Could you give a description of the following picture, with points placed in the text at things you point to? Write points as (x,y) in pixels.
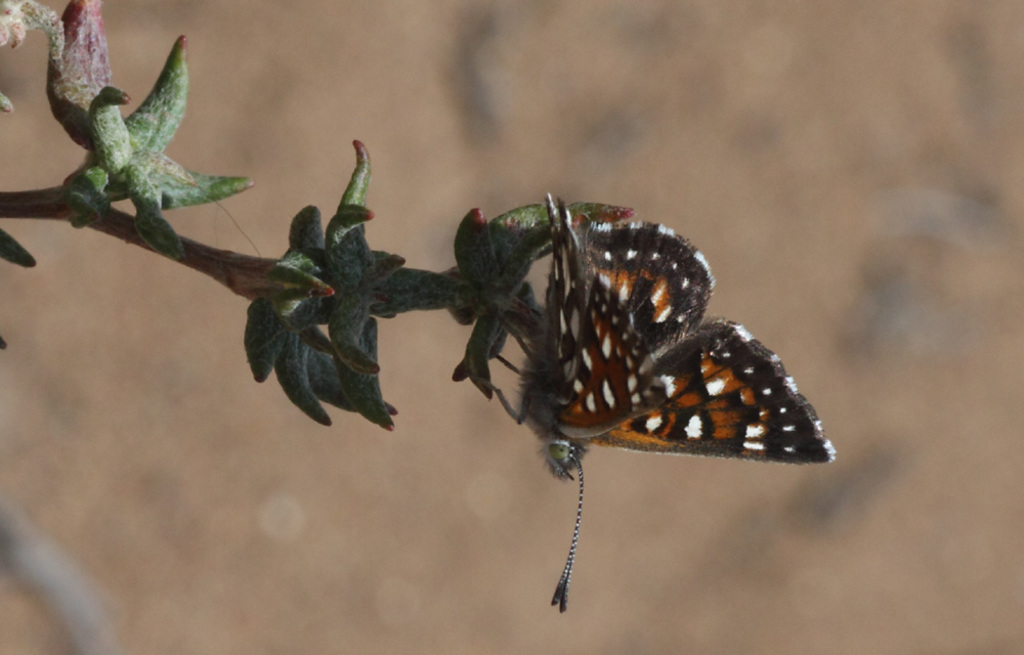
In this image I can see a butterfly (582,353) which is brown, black and white in color on a tree (518,297) which is green in color. I can see the blurry background (434,95) which is brown in color.
